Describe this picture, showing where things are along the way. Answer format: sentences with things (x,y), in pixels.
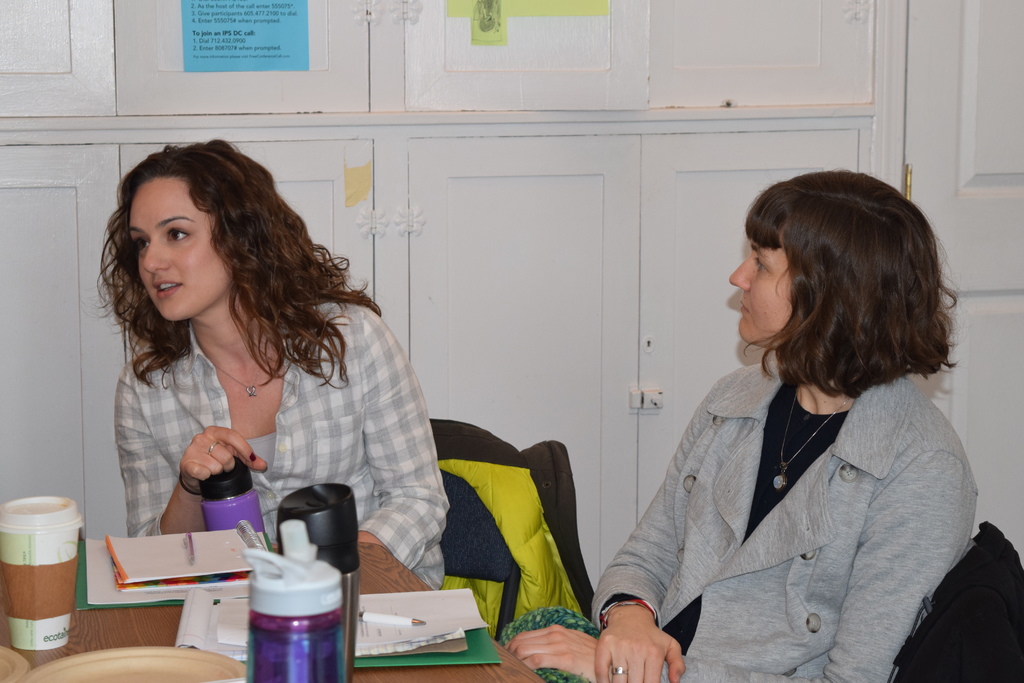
There are two women (318,430) sat on chair (924,656) in front of table (490,675) which has bottles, papers (163,592) and coffee mug (37,553) on it. And on to the background (563,320) there are cupboard (288,75).
